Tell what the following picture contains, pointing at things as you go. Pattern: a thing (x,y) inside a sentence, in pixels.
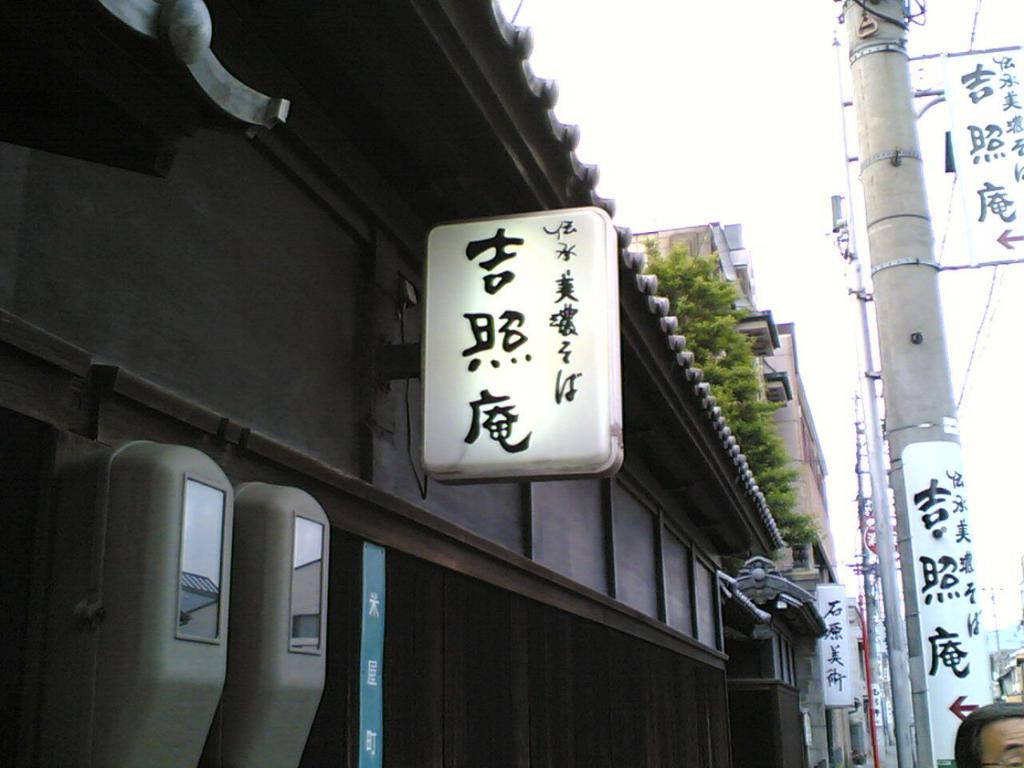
In this picture we can see a person's face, name board (574,445), poles (896,586), posters (918,501), leaves (715,357), buildings (790,589), some objects (308,615) and in the background (780,269) we can see the sky (762,134).
